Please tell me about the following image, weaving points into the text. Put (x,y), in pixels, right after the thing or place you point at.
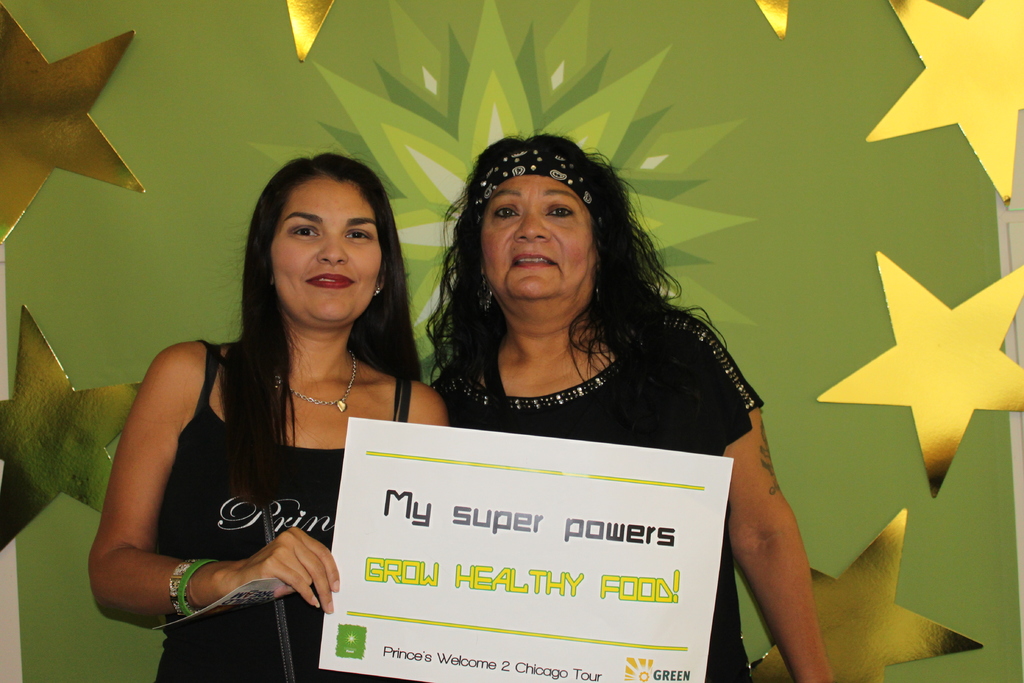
In this image I can see two persons (338,384) standing wearing black color dress (709,359) and holding a board (561,540) which is in white color. Background (832,186) I can see the wall (273,149) in green color and few stars (64,143) in gold color.
